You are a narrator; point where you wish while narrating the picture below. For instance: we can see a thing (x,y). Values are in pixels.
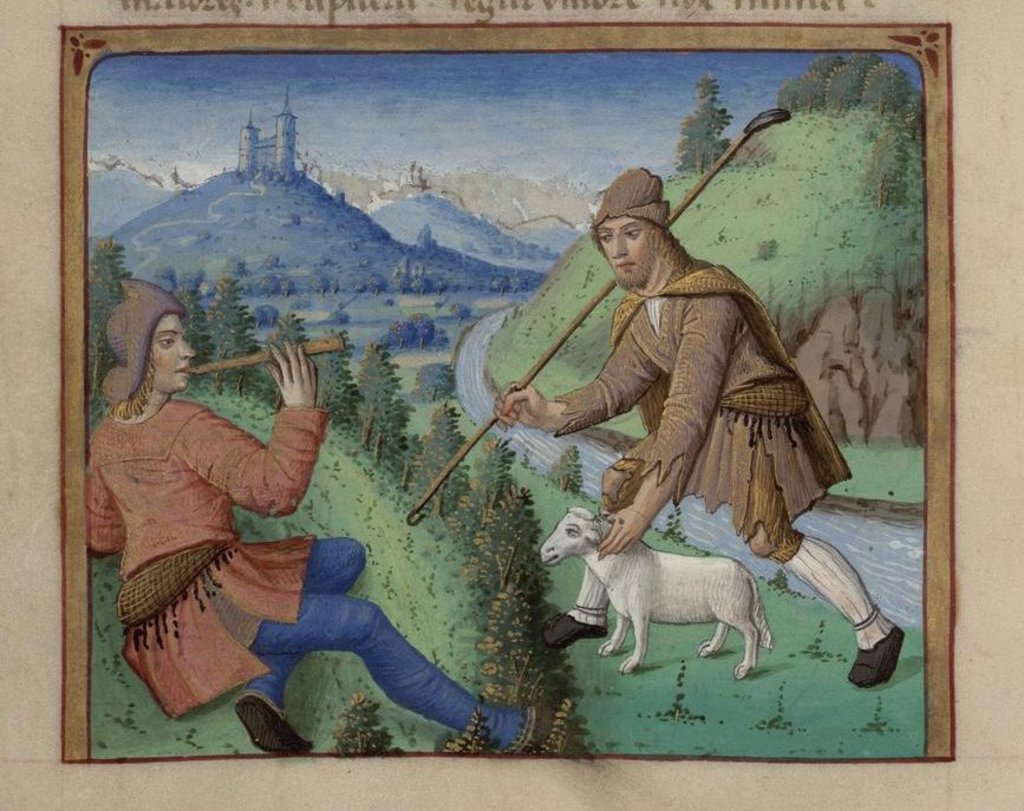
In this picture I can see a painting (567,508) of sheep (635,579), people (611,371), mountains (276,201), trees (338,368), a fort (256,164) and the sky (516,114). Here I can see a painting (481,385) of water (523,430).
